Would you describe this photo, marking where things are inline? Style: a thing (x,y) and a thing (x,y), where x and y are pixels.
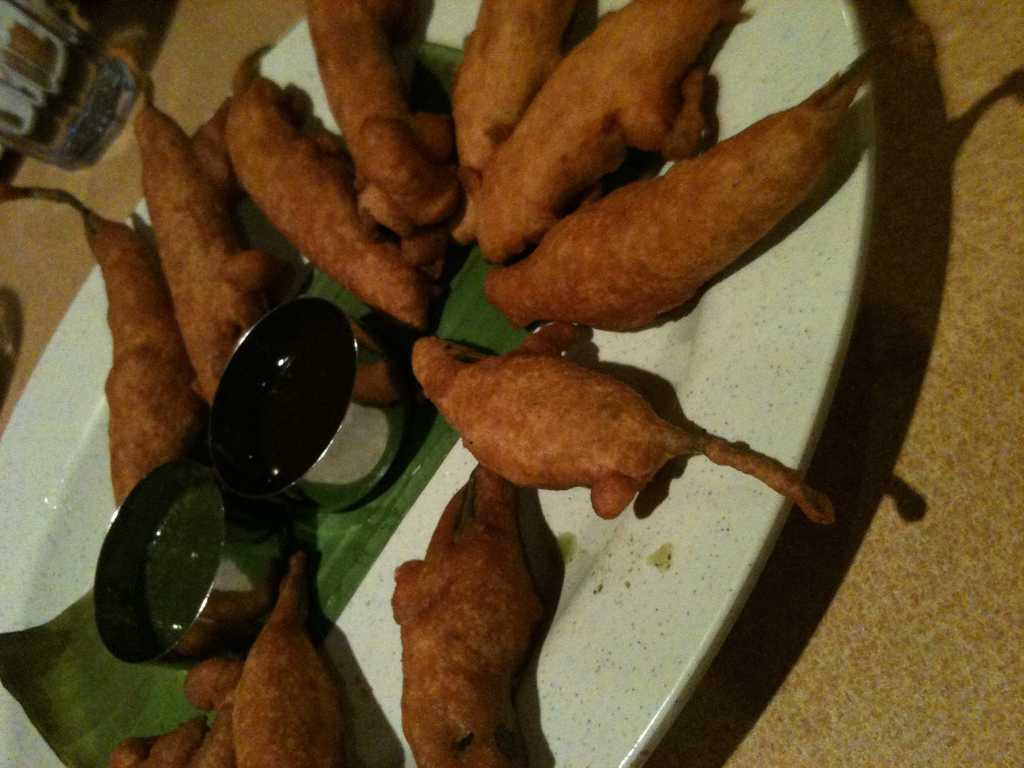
In this image I can see the food (409,627) in the plate (661,597), the food (523,480) is in brown color and the plate (628,562) is in white color and I can see two bowls (315,495) in the plate (638,583).
